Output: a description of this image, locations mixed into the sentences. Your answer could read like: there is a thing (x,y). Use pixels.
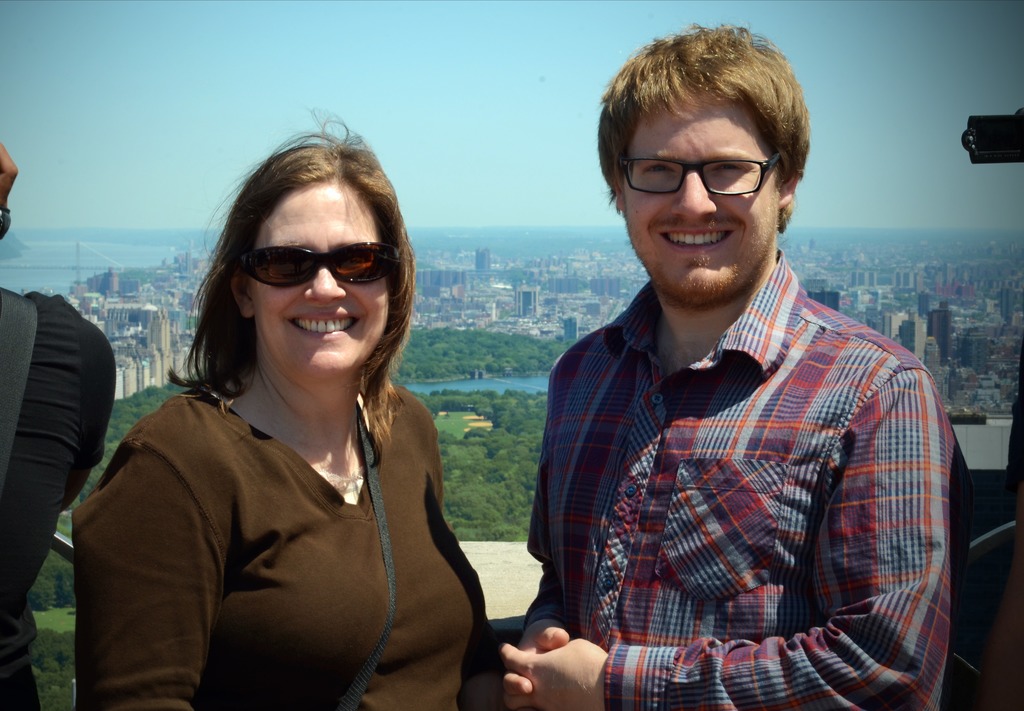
As we can see in the image, in the front (170,440) there are three persons (346,442) standing the front. The women (228,492) who is standing in the middle (357,401) is wearing brown color dress (361,577) and goggles (333,265). The man (738,280) on the right side (751,421) is wearing spectacles (668,184). In the background (495,420) there on trees (495,420), water (508,384), buildings (511,283). On the top (496,122) there is a sky (485,114).
